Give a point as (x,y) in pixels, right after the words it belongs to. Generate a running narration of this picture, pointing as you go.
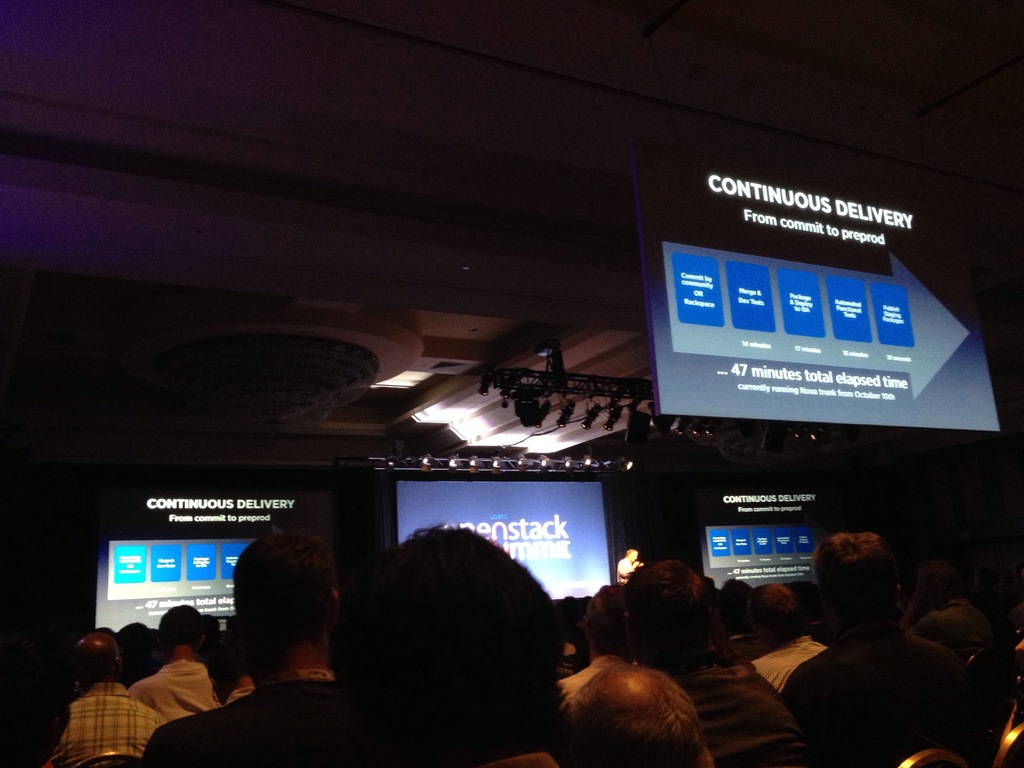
In this image, we can see persons (494,629) wearing clothes (951,624). There are monitors (554,494) in the middle of the image (667,360). There is a ceiling (459,94) at the top of the image (456,106).
